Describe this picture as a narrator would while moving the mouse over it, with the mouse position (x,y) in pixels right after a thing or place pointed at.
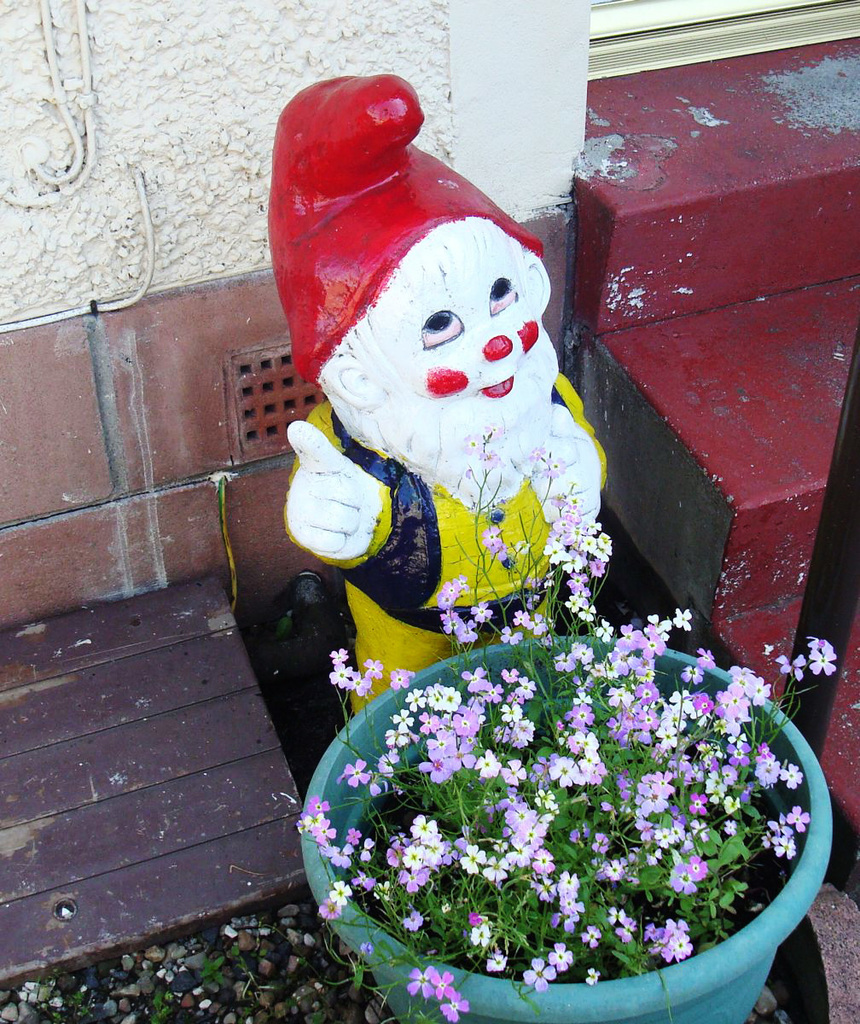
In this picture I can see a plant (471,774) with flowers (524,826) in a flowerpot (389,702), there are stairs (649,532), there is a toy (552,480), and in the background (363,55) there is a wall (126,125).
